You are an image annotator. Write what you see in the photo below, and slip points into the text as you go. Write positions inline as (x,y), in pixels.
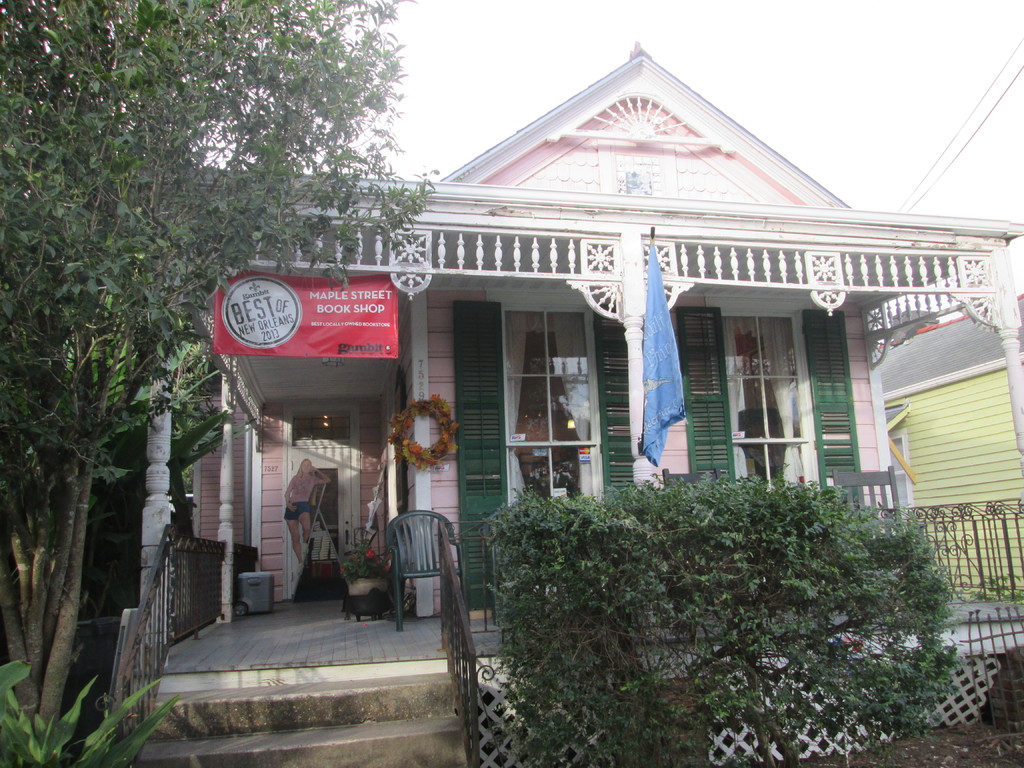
In this image, we can see houses (422,353) with walls (943,495) and windows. Here we can see chairs (431,573), plants (523,562), railings (203,623), stairs (274,682), trees (68,635), banner (275,338), decoration item (427,409), curtains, flag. Top of the image (947,89), there is a sky (573,66).
